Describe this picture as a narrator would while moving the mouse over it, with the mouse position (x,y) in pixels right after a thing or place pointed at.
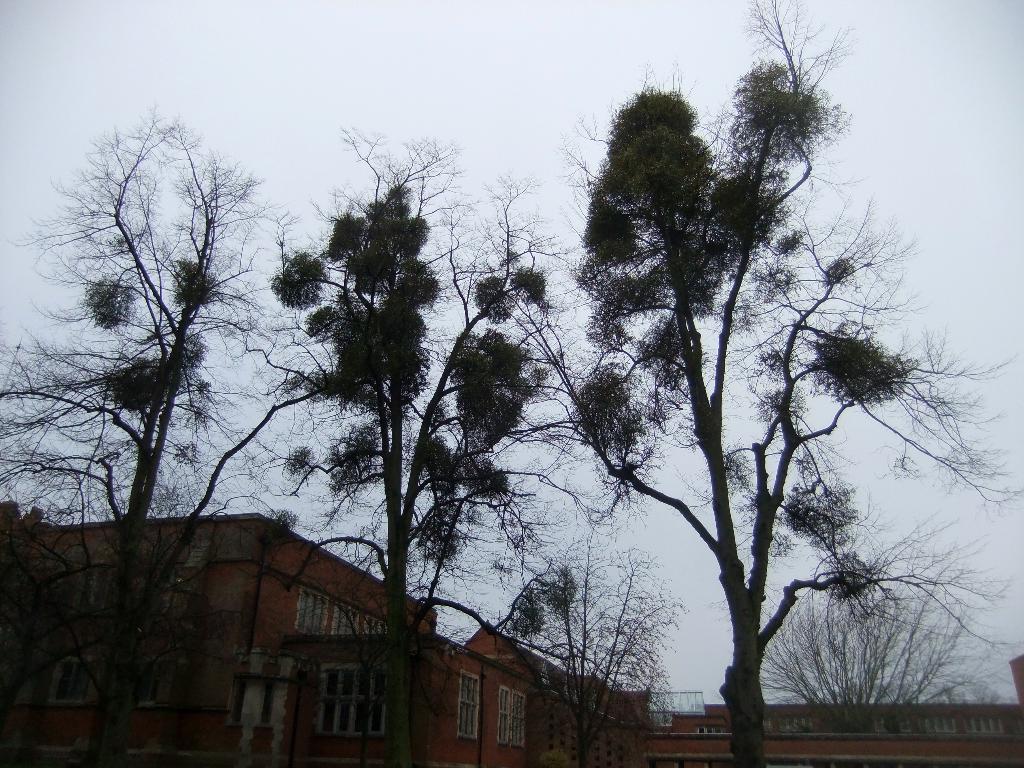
This image consists of buildings (533,751) along with the trees (467,438). At the top (464,77), there is sky (877,149). In the front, we can see the windows (326,680).
